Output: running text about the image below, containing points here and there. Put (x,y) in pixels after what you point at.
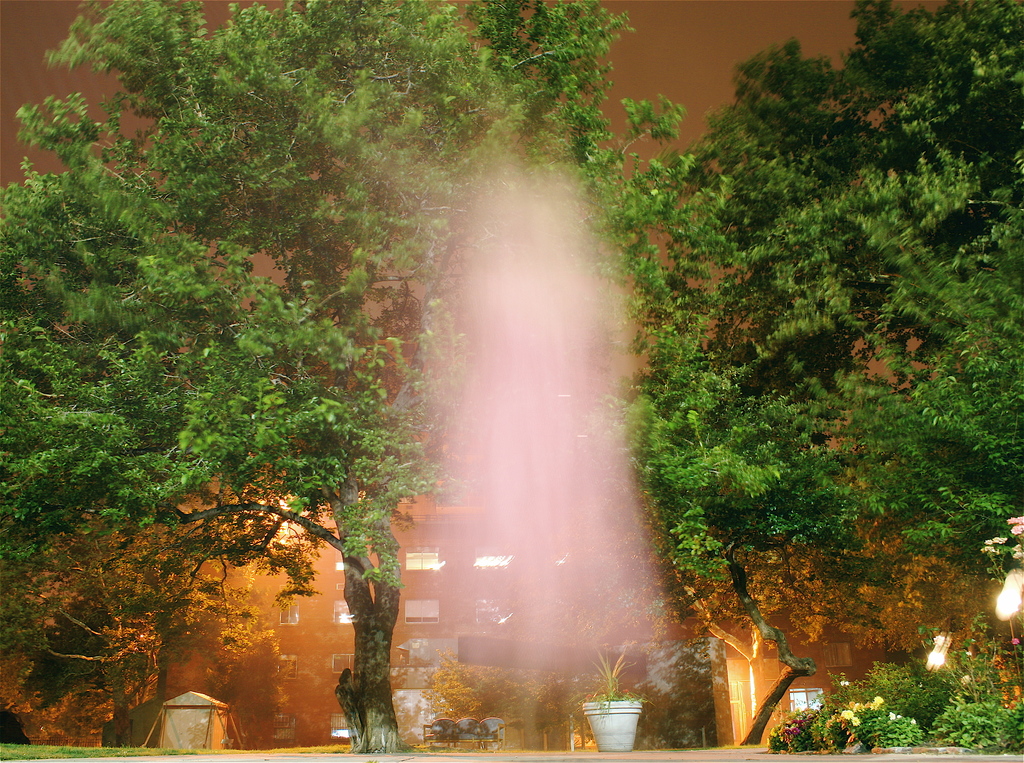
In this image we can see a fountain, some plants (843,716) with flowers (856,721), a plant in a pot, a tent (205,715), some lights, a group of trees (58,530), a building (731,689) with windows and the sky (692,91).
